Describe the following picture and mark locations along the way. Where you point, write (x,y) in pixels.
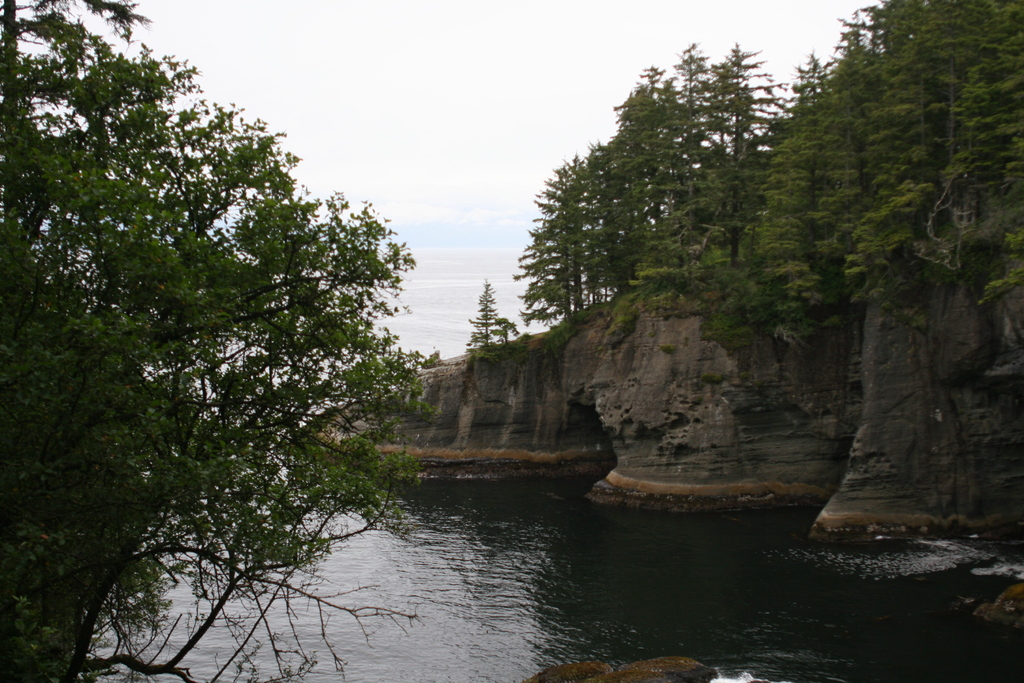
This is an outside view. At the bottom of the image (541,585) there is a sea (635,585). On the right side (873,445) there is a rock (669,415). On the right (958,167) and left side of the image (122,294) there are few trees (558,233). At the top of the image (434,67) I can see the sky (428,104).
